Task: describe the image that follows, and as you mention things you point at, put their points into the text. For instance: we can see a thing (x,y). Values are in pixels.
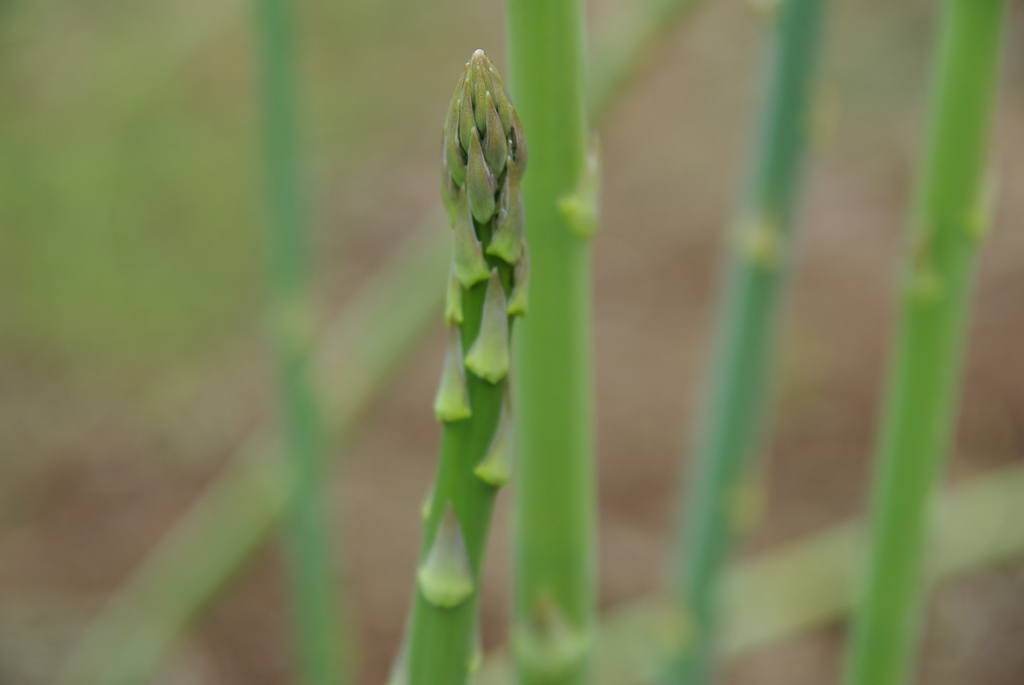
In this picture we can see few plants (499,232) and blurry background (58,219).
